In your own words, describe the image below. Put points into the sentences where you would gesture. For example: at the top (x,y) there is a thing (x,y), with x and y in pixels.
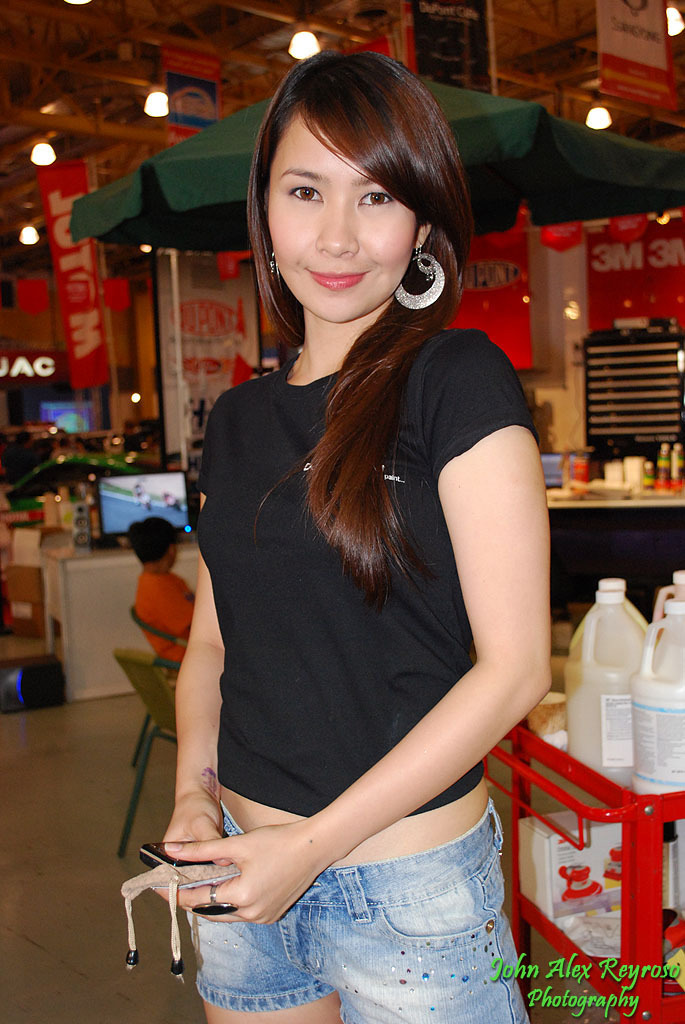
There is a woman (381,284) in black color t-shirt (377,633) smiling, holding a mobile (164,859) and other object (193,875) with both hands (188,841) and standing on the floor (172,984). In the right bottom corner (571,962), there is a watermark (509,967). On the right side (666,692), there are bottle (605,683) and other objects (585,879) in a basket (661,979). In the background (174,628), there is a boy (148,614) sitting on a chair (186,643) near other chair (172,696), there are lights (54,109) attached to the roof (131,135), green color tent (178,158), hoardings (628,64) and other objects (158,422).
